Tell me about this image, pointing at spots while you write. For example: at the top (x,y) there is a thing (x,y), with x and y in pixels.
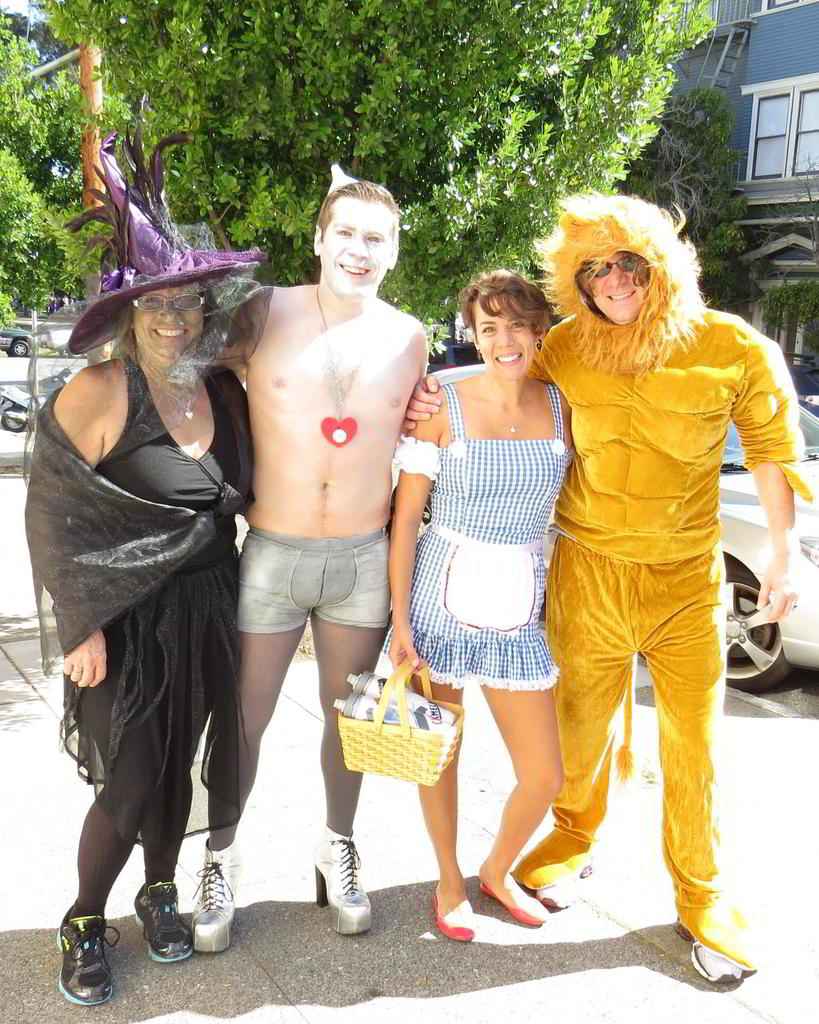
In the center of the image (436,611) we can see persons (353,650) standing on the road (599,996). In the background (61,111) there are trees (72,164), car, building (771,114) and vehicle (27,409).
